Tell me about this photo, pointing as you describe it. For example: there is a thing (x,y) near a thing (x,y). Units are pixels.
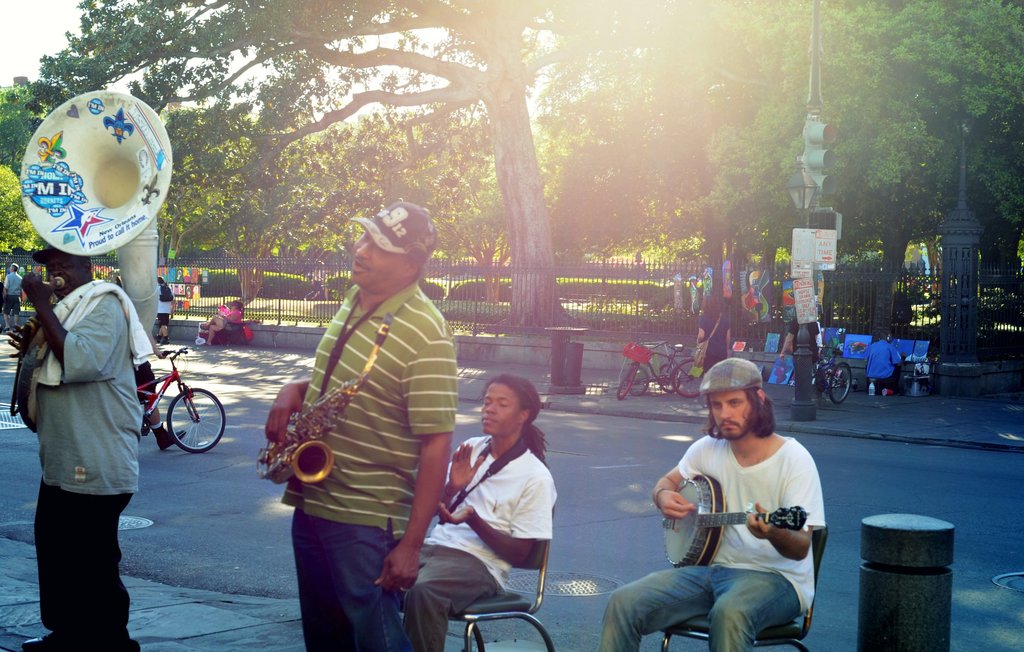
At the bottom (85,445) there are two persons (375,484) standing and two persons (645,631) are sitting on the chairs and among them few are playing musical instruments (301,474). In the background (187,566) there are few persons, bicycles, boards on the pole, traffic signal pole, road (957,491), fence (662,303), trees (786,149), papers (754,310) on the fence (846,320) and sky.
